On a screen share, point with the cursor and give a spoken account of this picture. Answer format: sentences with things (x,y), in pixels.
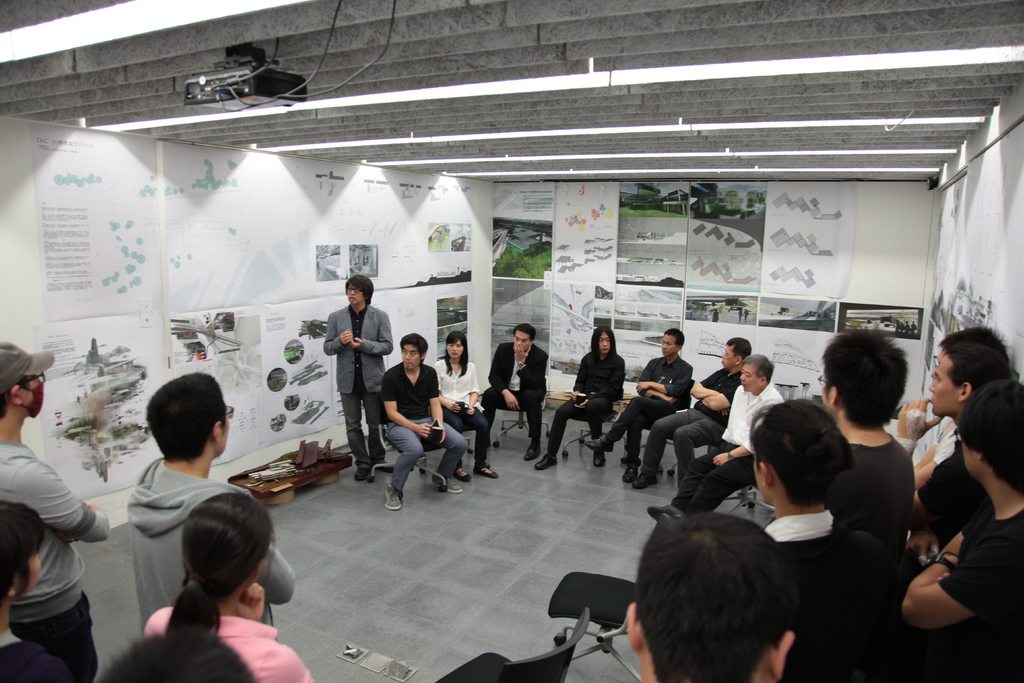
The image is taken in the room (311,572). In this image we can see people (535,424) and some of them are standing. In the background (286,242) we can see papers (632,264) placed on the wall (474,328). At the top (209,98) there is a projector (221,104) and we can see lights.
